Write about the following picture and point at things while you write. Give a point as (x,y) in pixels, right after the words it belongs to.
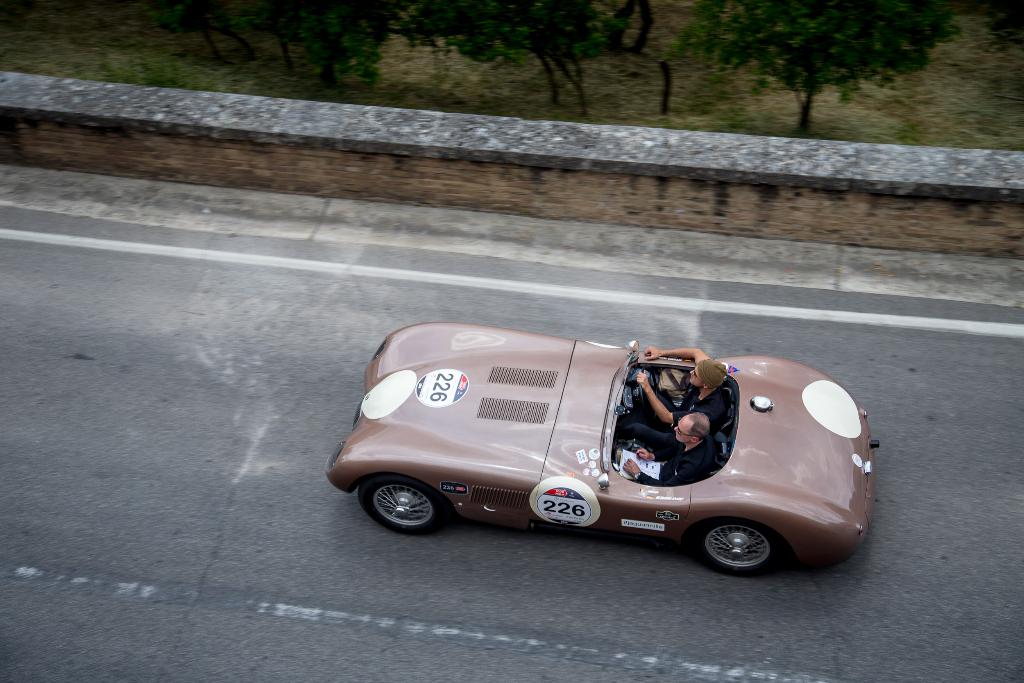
In this picture there is a car (388,475) on the road (331,560). It is in light brown in color. In the car (695,523), there are two men (706,415) wearing black clothes (663,458). On the top (398,29), there are trees (728,40).
